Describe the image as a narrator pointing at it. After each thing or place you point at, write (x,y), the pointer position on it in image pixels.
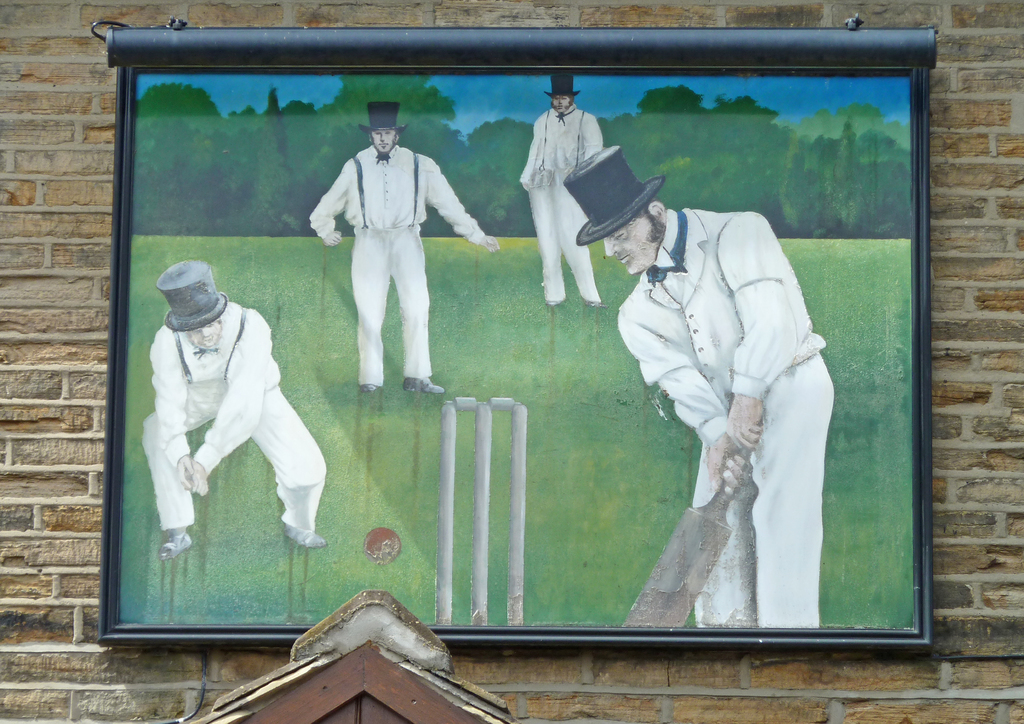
There is a frame (928,347) on the wall (497,677). Here we can see painting (443,505) of four persons (739,580) playing on the ground (606,473). There is a ball (367,552), wicket (484,536), trees (830,120), and sky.
